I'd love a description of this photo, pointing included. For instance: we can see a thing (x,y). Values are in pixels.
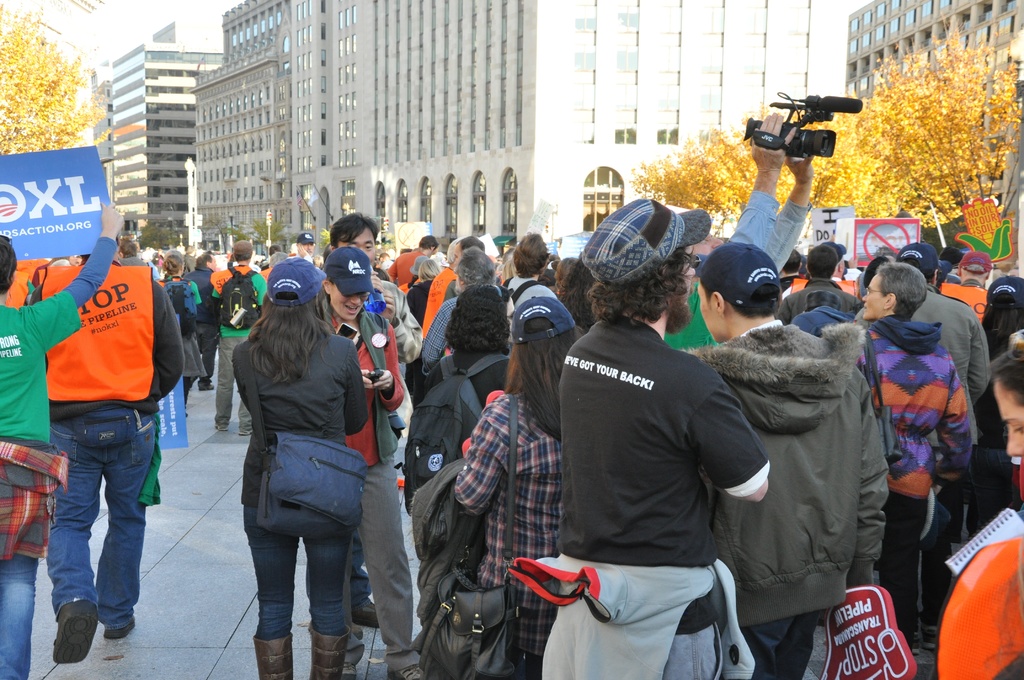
The picture is taken outside a city (271,175). In the foreground of the picture (361,249) there are people (132,264), placards (841,226), camera (772,140) and other objects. On the right (923,118) there are trees (905,77) and buildings (722,91). On the left (32,60) there are trees (45,76). In the center of the picture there are buildings (297,111) and trees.
